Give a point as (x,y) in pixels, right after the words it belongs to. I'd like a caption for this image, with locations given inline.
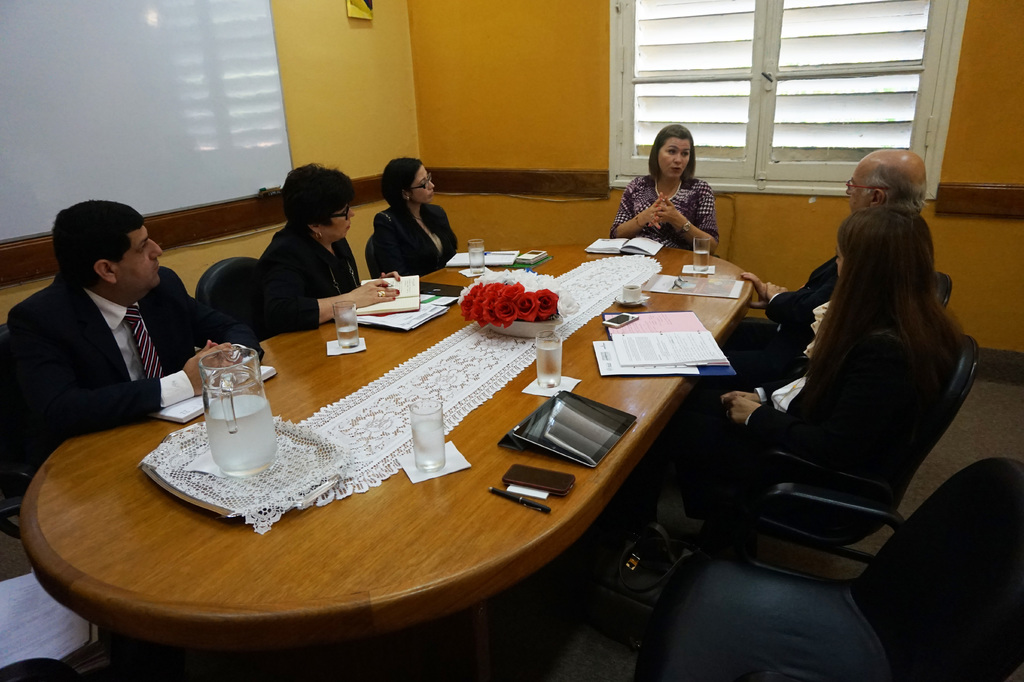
In this image we can see a six people (912,171) who are gathered in a room (517,99). They are sitting on a chair (224,294) and they are discussing about something important. This is a wooden table (408,521) where a water jar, glasses (429,442) and files (445,294) are kept on it. Here we can see a screen (110,88) and this is a window (753,67).
